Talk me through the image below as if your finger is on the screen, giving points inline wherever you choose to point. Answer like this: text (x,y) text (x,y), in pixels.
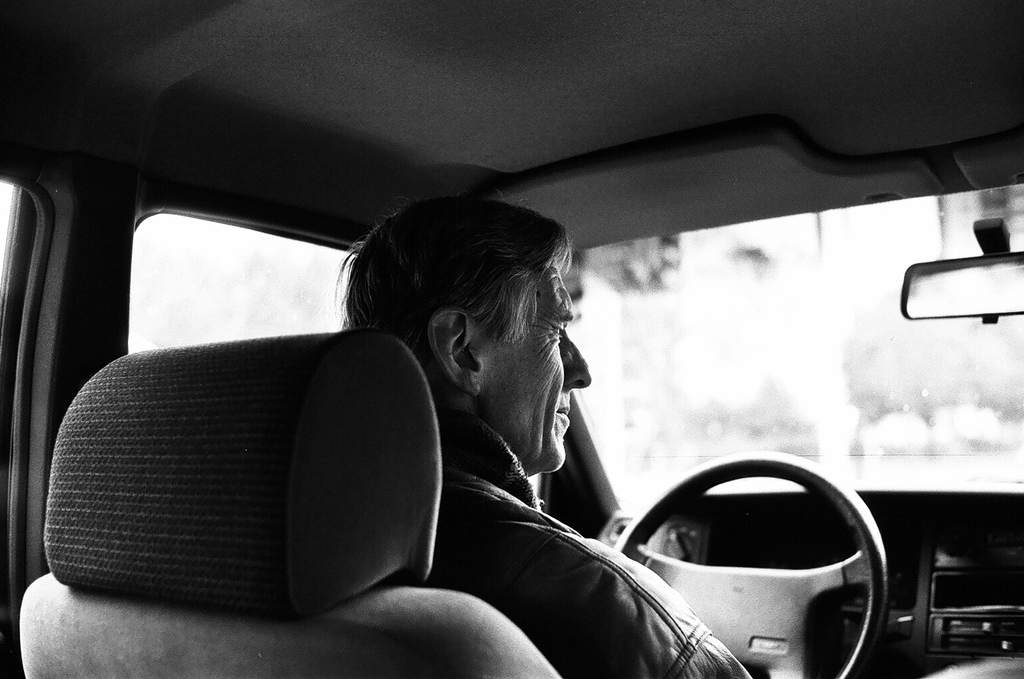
Here we can see a man (522,480) sitting on the car (378,420), and here is the steering (842,514).
